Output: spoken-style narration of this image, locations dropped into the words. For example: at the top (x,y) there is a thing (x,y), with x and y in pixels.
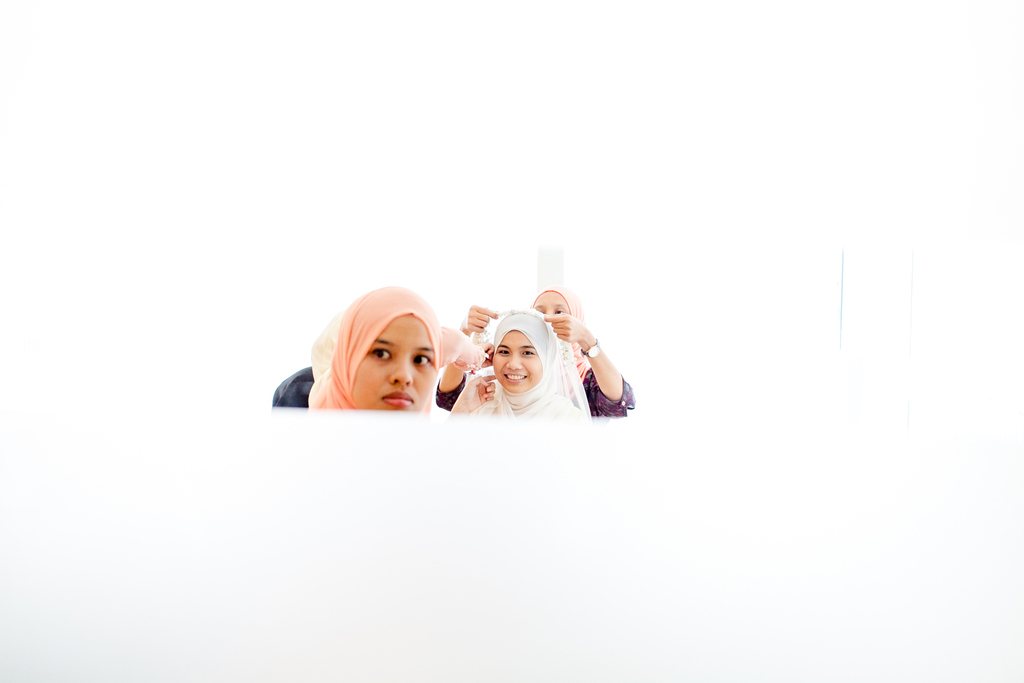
In the image there are three women (505,367) and the background of the woman (555,356) is in white color.
